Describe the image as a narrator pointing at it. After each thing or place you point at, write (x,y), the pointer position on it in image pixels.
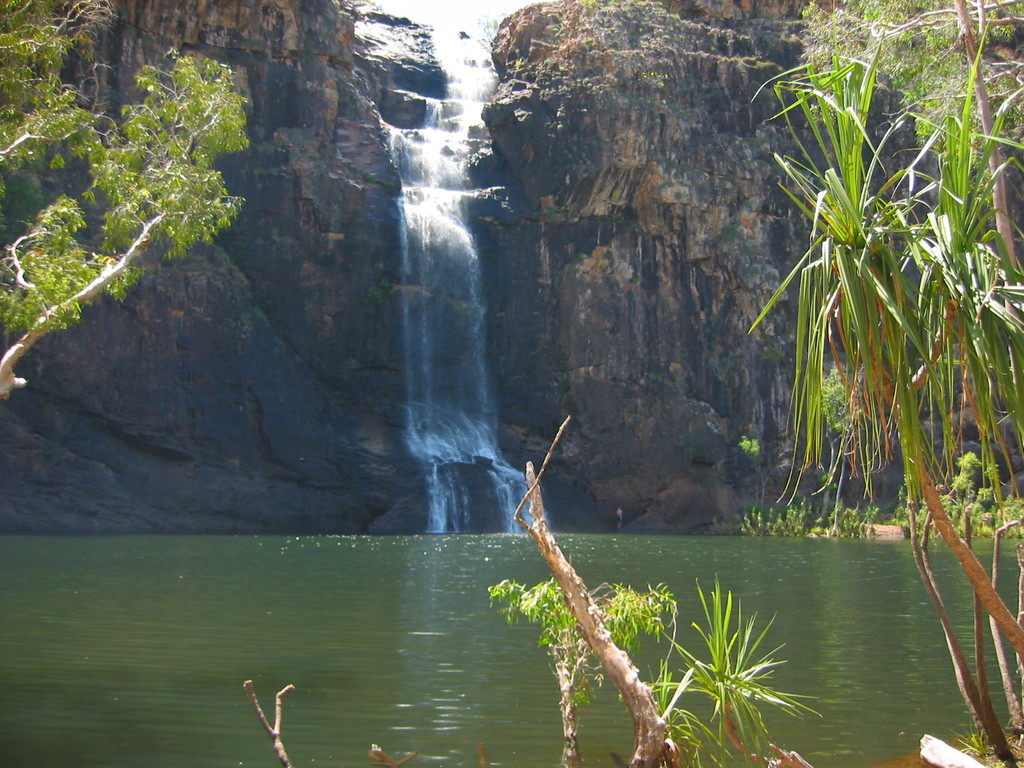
In this picture we can see leaves (797,437), branches (955,645) and water (487,604). In the background of the image (496,313) we can see rock (305,461) and waterfall (428,111).
